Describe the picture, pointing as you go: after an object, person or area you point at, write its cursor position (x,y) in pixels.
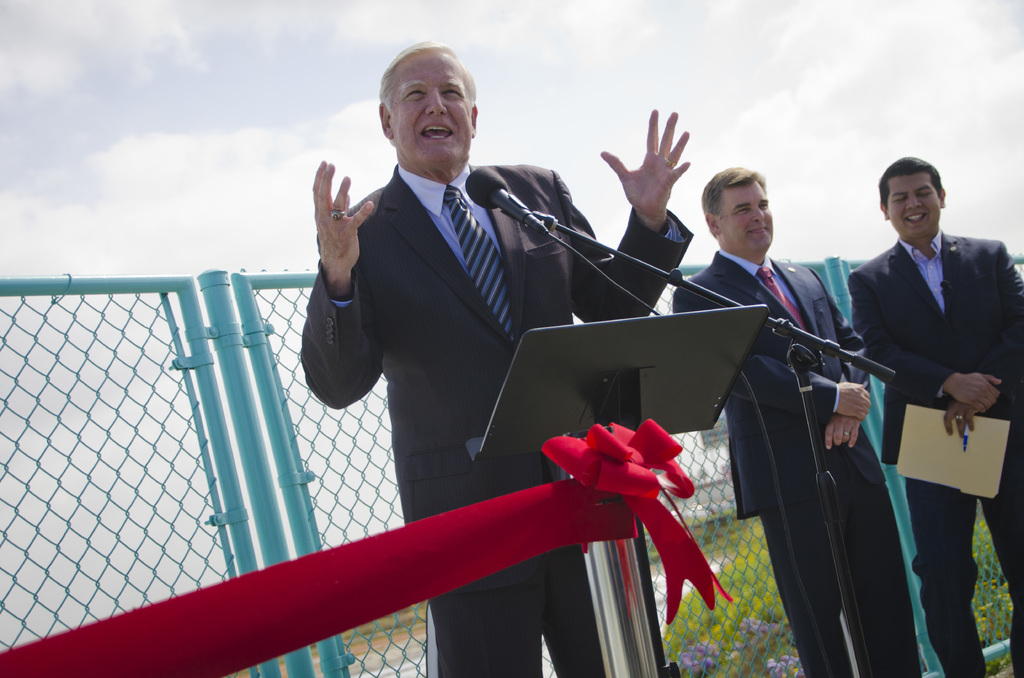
In this image I can see a person (451,334) standing, wearing a suit (464,276). There is a microphone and its stand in front of him. There is a red ribbon (624,445) on the left (333,618). 2 people (758,443) are standing on the right (841,443), wearing suit (1013,434). There is a fence (902,478) behind them and there is sky (870,117) at the top (870,117).
